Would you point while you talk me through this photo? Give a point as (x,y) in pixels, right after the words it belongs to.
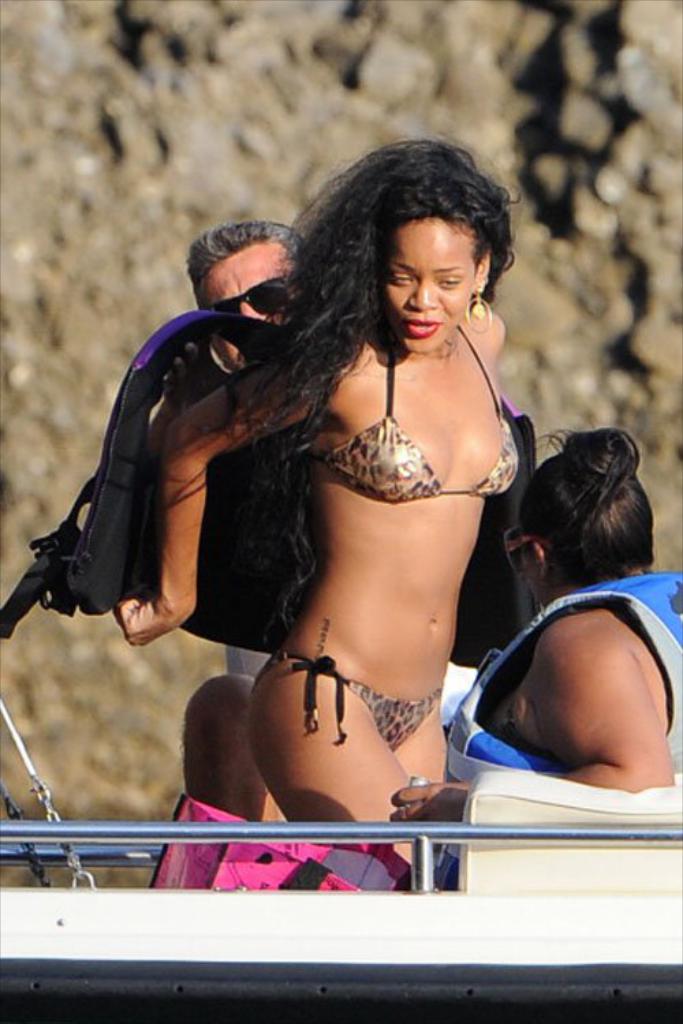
In this picture we can see three persons (310,424), a woman (494,487) in the middle (243,498) is wearing a jacket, it looks like a boat (366,951) at the bottom (365,941).
